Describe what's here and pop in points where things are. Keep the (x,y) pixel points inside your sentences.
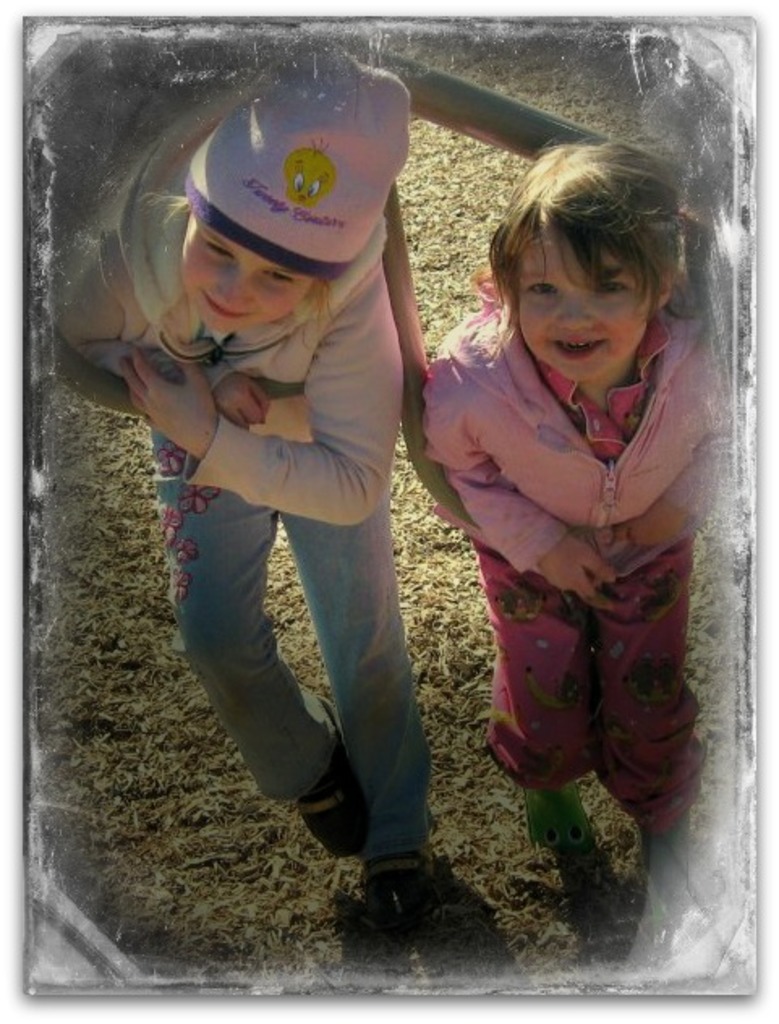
In this image there are two kids (429,366) who are laying on the poles (421,420) by holding it. At the bottom (150,739) there is ground (77,640) on which there are wood chips (172,820). The girl (215,376) on the left side (188,364) is wearing the cap (281,184).
